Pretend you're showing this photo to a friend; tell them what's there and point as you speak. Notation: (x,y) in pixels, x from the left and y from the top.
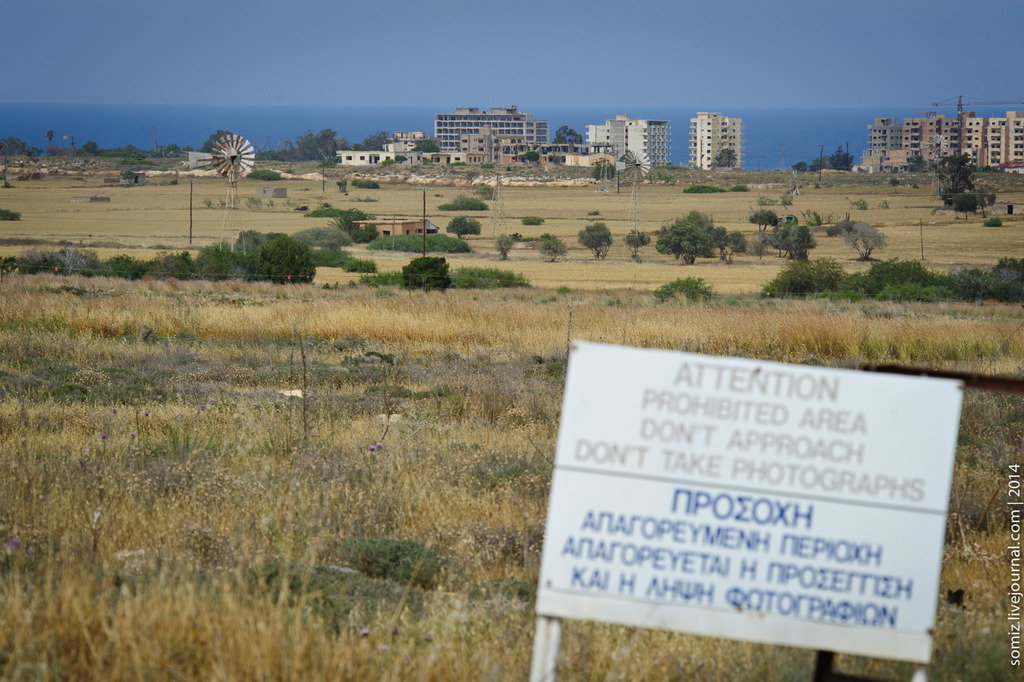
In this picture I can see few buildings (660,154) and trees (269,261) and a windmill (244,149) on the left side of the picture (230,187) and grass (427,377) on the ground (416,443) and I can see a text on the white board (939,407) and on the right side of the picture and i can see a blue cloudy Sky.
